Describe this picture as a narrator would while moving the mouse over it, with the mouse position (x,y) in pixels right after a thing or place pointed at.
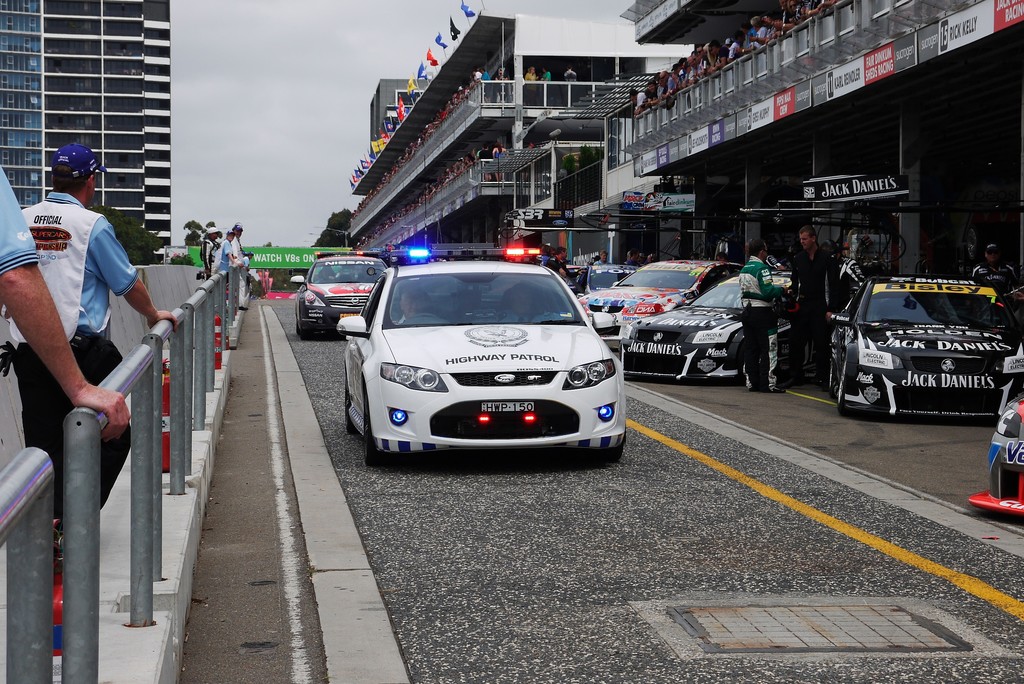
As we can see in the image there are few people (78,206) here and there, cars (450,292), buildings (437,146), flags (441,43), trees (335,219) and sky (263,120).
